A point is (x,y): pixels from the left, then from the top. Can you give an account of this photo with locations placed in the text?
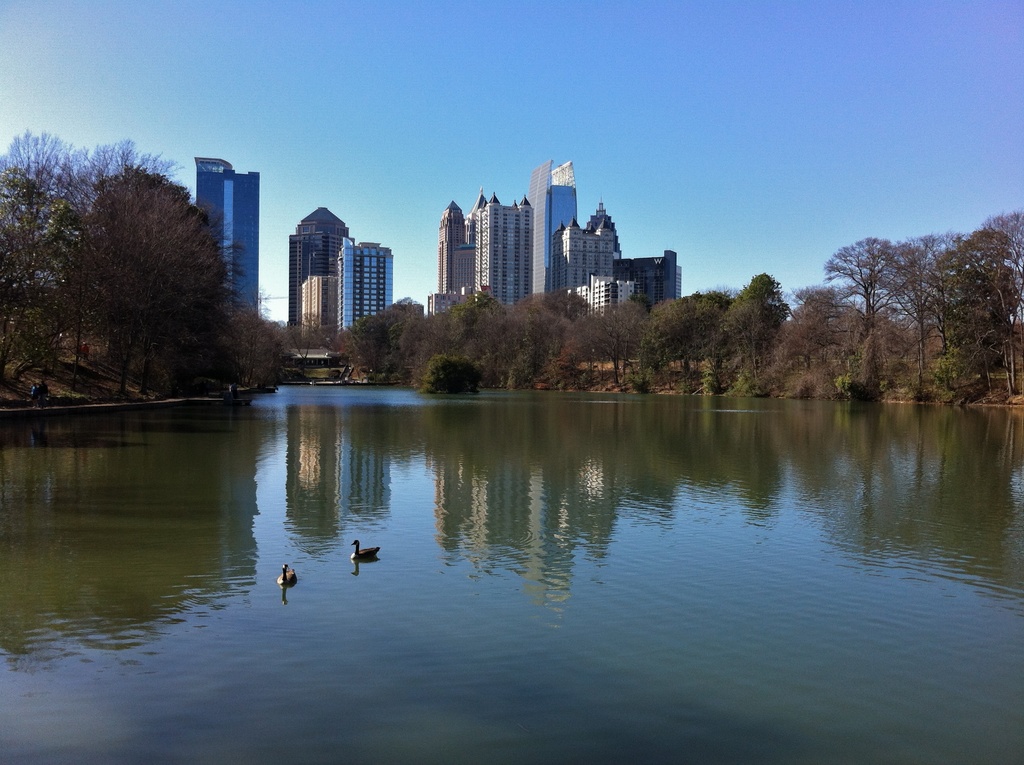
This image consists of water (487,658) in the middle (458,459). There are geese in the water (254,577). There are trees (298,338) in the middle (528,306). There are buildings (253,285) in the middle (652,264). There is sky (404,53) at the top (466,113).
